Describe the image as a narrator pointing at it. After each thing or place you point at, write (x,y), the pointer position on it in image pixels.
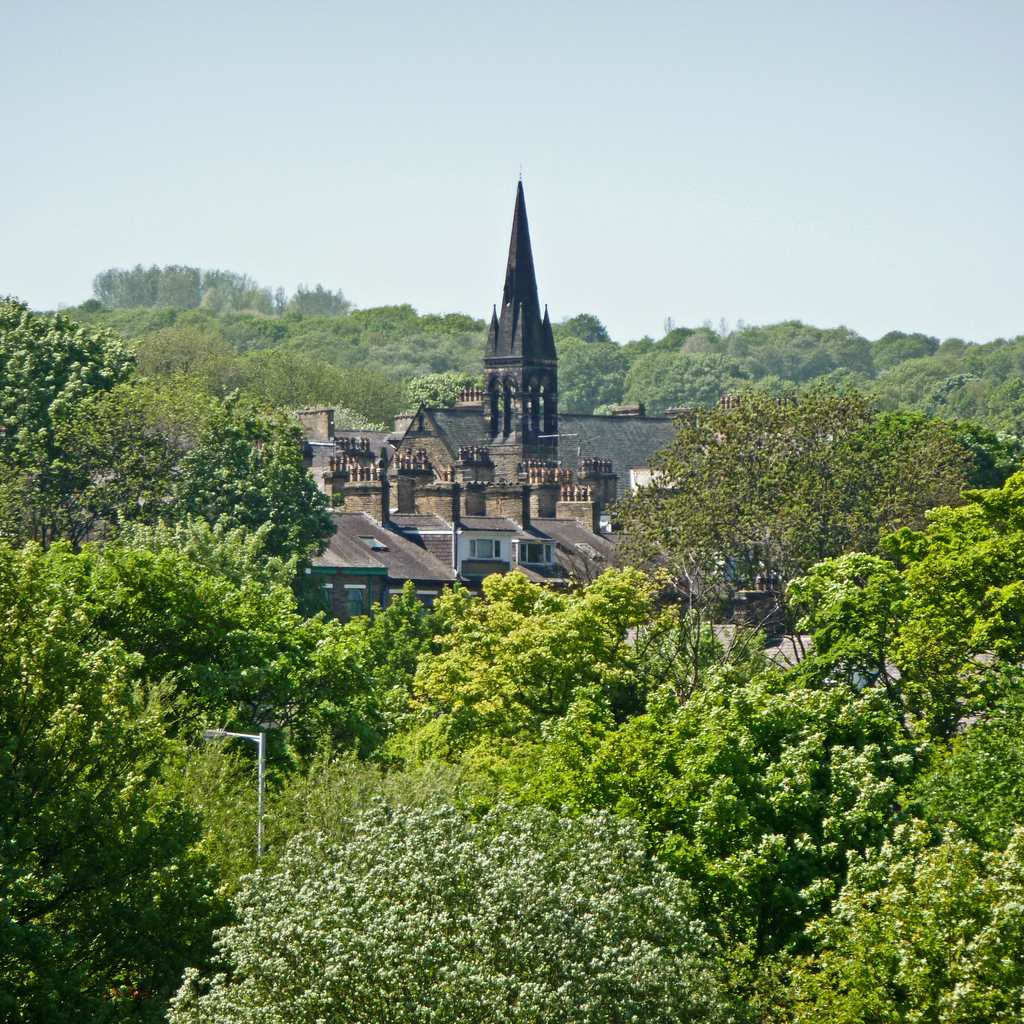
As we can see in the image there are trees (581,895), buildings (586,510) and a sky (286,100).
